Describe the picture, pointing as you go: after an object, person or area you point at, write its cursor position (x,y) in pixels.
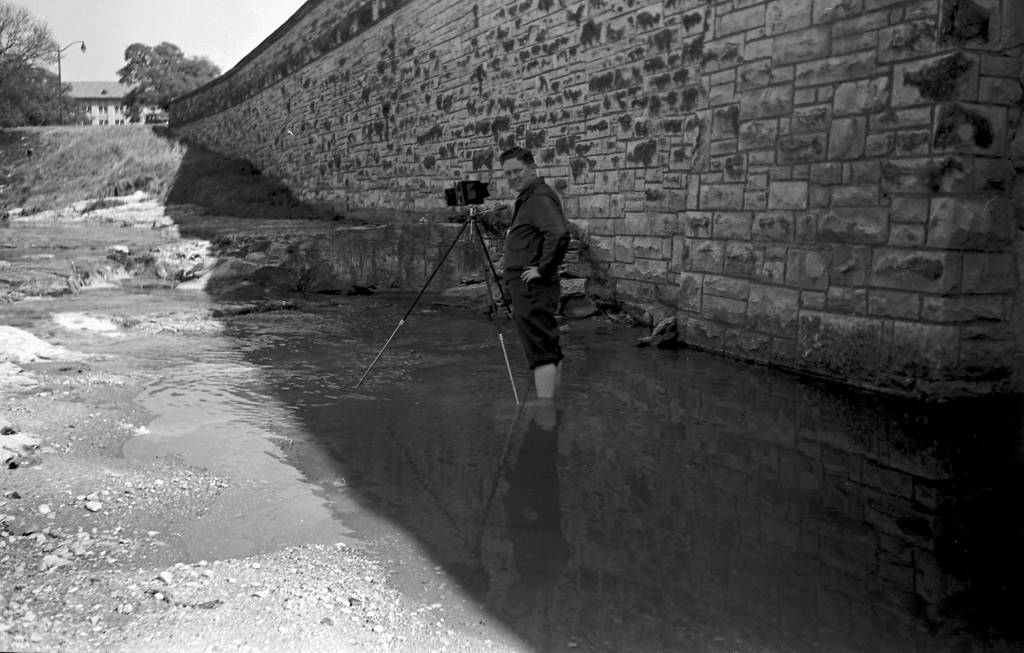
This image is taken outdoors. This image is a black and white image. At the bottom of the image (385,605) there is a ground (293,612) and there is water (458,467) on the ground (254,612). At the top of the image (122,26) there is the sky (139,33). On the left side of the image (106,82) there is a house (107,105) and there are few trees (46,85). On the right side of the image (775,186) there is a wall (455,120). In the middle of the image (523,230) a man (537,221) is standing and there is a camera (474,201) on the stand (477,219).
